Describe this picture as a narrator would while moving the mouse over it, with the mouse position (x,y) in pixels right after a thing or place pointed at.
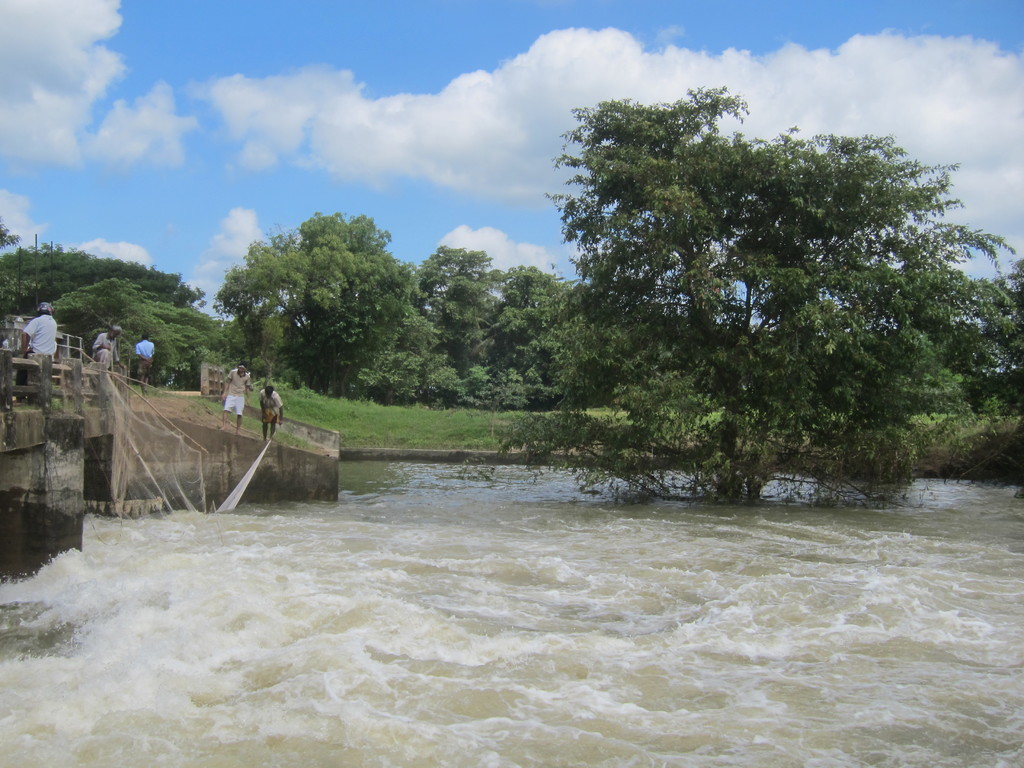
In the foreground of the picture (195,537) there is water (537,577). On the left (55,465) there is a bridge (32,426). In the center of the picture (419,326) there are trees (497,395), plants (477,401) and grass (400,428). On the left (139,365) there are many people (141,354) on the bridge (73,362), they are holding nets (184,474). Sky (169,209) is little bit cloudy.
